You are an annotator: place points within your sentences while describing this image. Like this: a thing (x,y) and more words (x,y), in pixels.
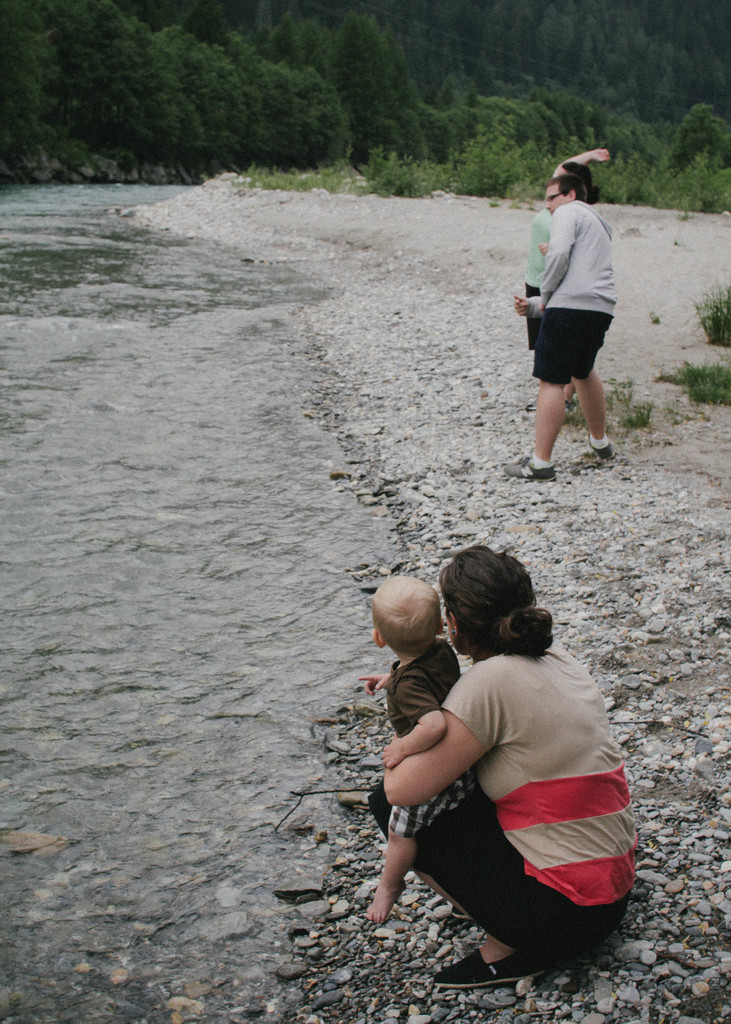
At the bottom of the image (388,768) we can see a lady (539,698) is sitting on her knees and holding a kid (432,693). On the right side of the image (540,344) we can see two persons (552,297) are standing. In the background of the image (440,391) we can see the water (141,504), stones (644,436) and some plants (706,392). At the top of the image (307,75) we can see the trees (341,38).
